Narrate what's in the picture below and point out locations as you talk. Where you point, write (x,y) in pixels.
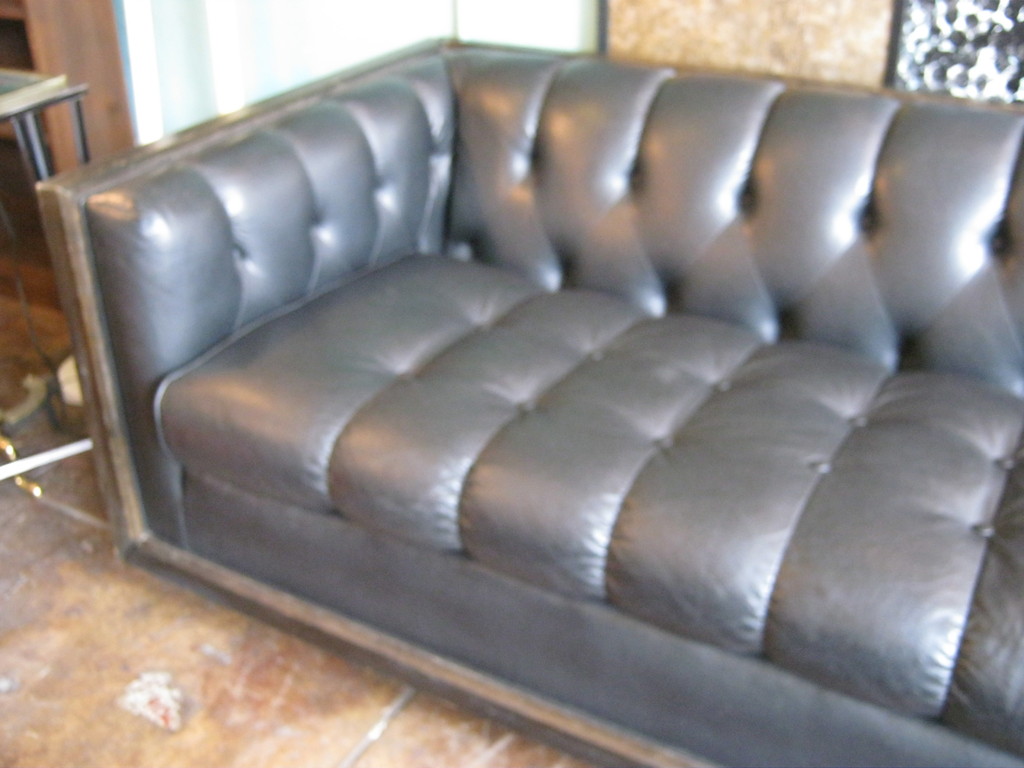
There is a sofa (450,551). There is a table (42,76). We can see in the background (194,48) there is a wall (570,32) and curtain (240,35).
